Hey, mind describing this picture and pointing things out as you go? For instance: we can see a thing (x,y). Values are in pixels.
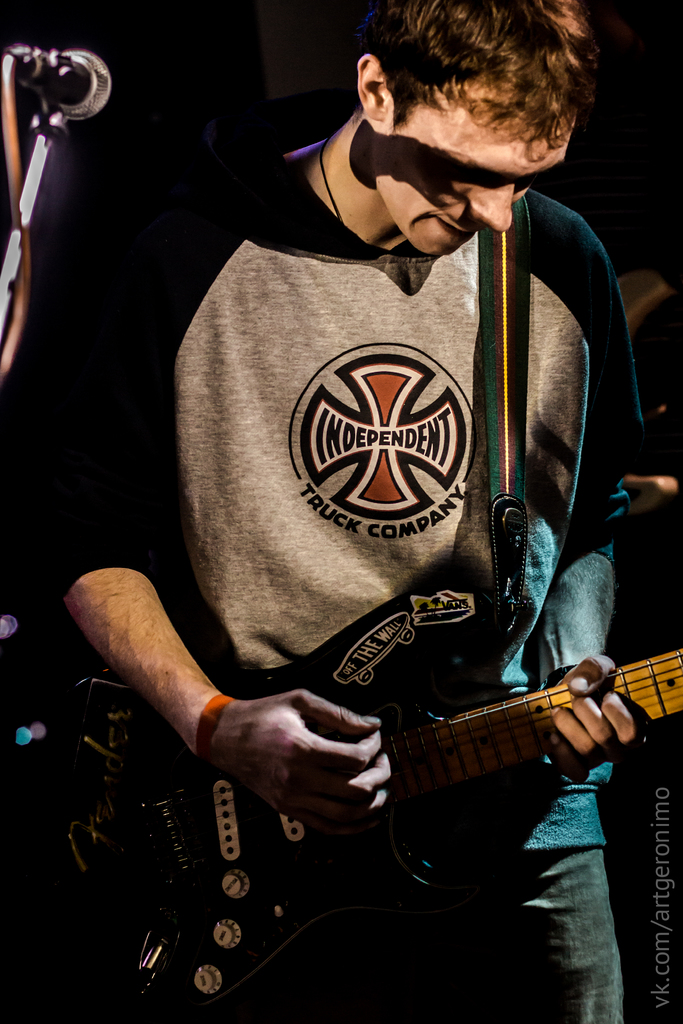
There is a person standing in the center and he is playing a guitar (121,914). Here we can see a microphone (77,100) on the left side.
